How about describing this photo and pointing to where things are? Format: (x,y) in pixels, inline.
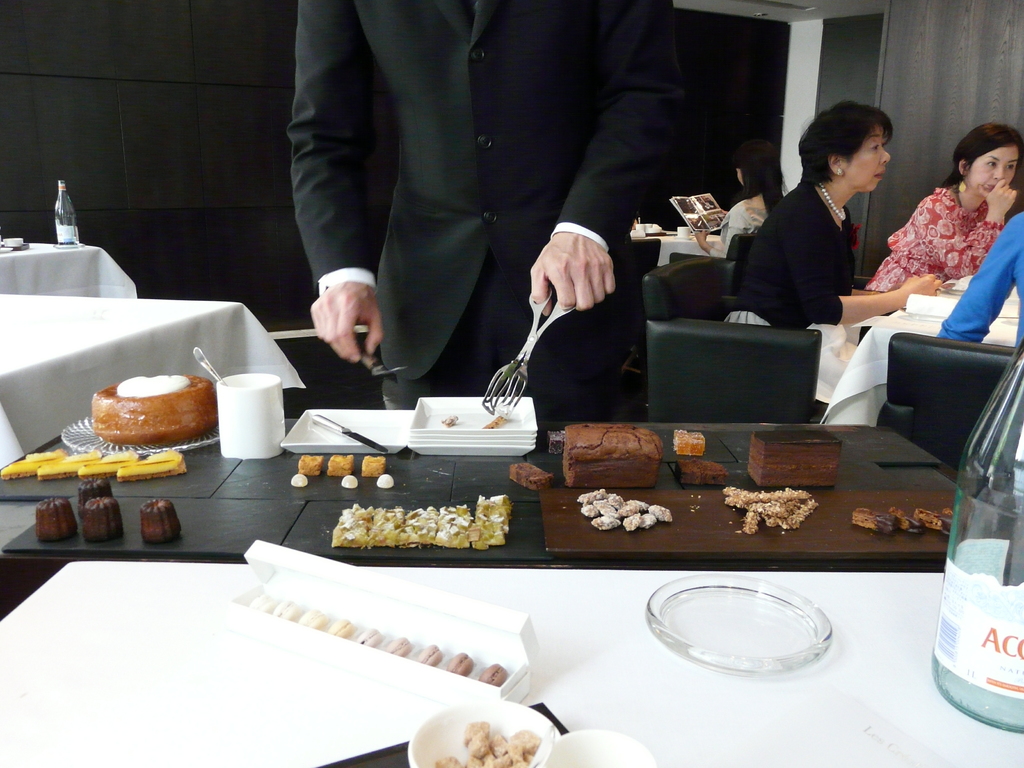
In this image there are group of people (598,278), people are sitting on the chair (656,269) and a person (419,82) with black suit (484,92) is standing behind the table (491,404) and he is holding the tongs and a knife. There is a plate (477,403), bowl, spoon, food (781,472), bottle (983,660) on the table (783,520), table (15,341) is covered with white cloth (32,378).
